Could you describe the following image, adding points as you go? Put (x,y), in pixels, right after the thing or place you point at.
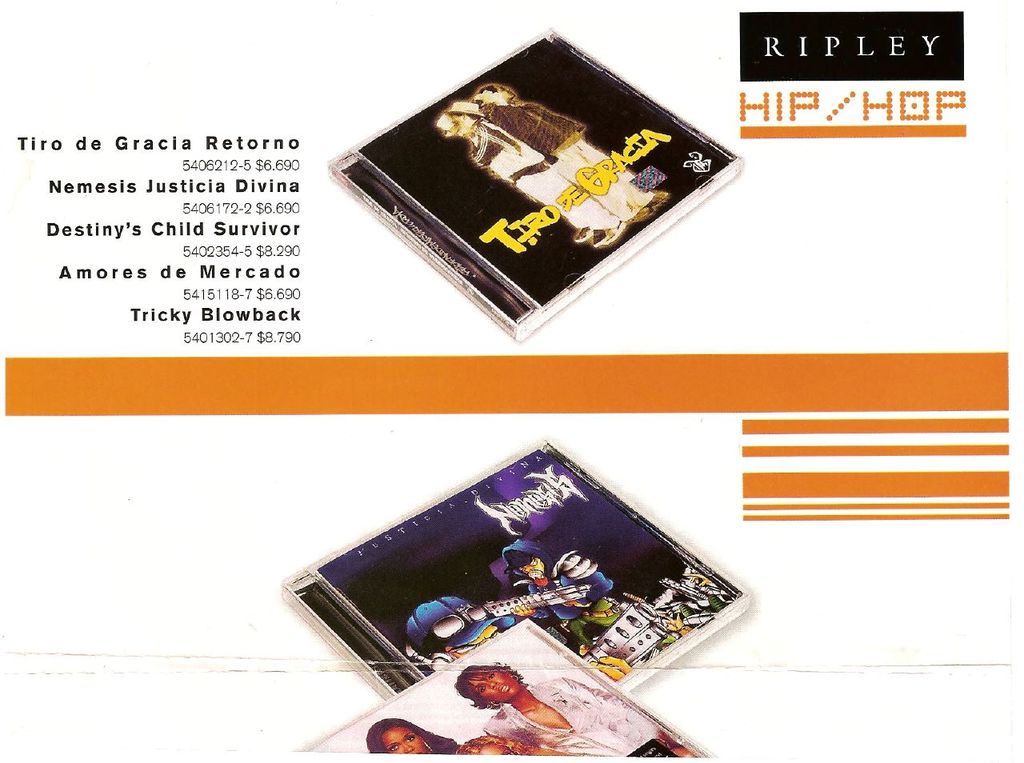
In this image on the top (502,132) and at the bottom of the image (466,662) there are some CDs (512,598), and on the right side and left side (185,232) there is some text (197,238) written.
